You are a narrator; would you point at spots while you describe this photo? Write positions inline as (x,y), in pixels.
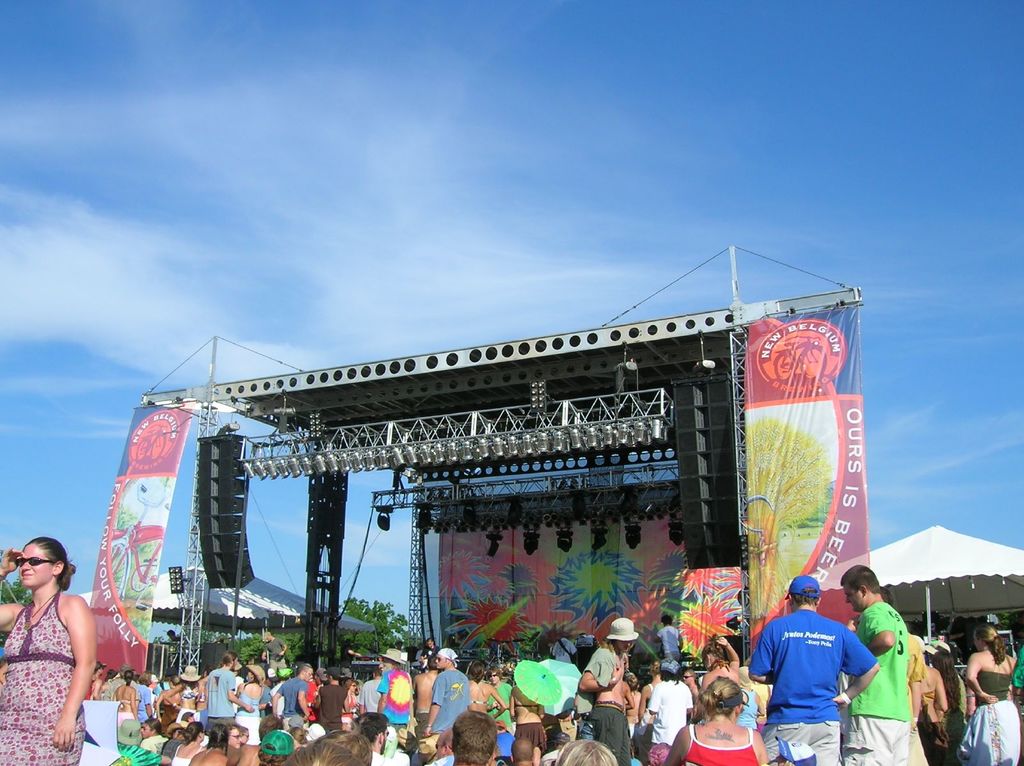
In the center of the image (635,339), we can see a stage (466,399) and there are banners (154,474), lights (406,462) and stands (308,553) and we can see people (710,673) and some are wearing caps (671,663) and there are tents (927,606) and we can see trees (384,616). At the top (565,122), there are clouds (324,229) in the sky (643,199).
